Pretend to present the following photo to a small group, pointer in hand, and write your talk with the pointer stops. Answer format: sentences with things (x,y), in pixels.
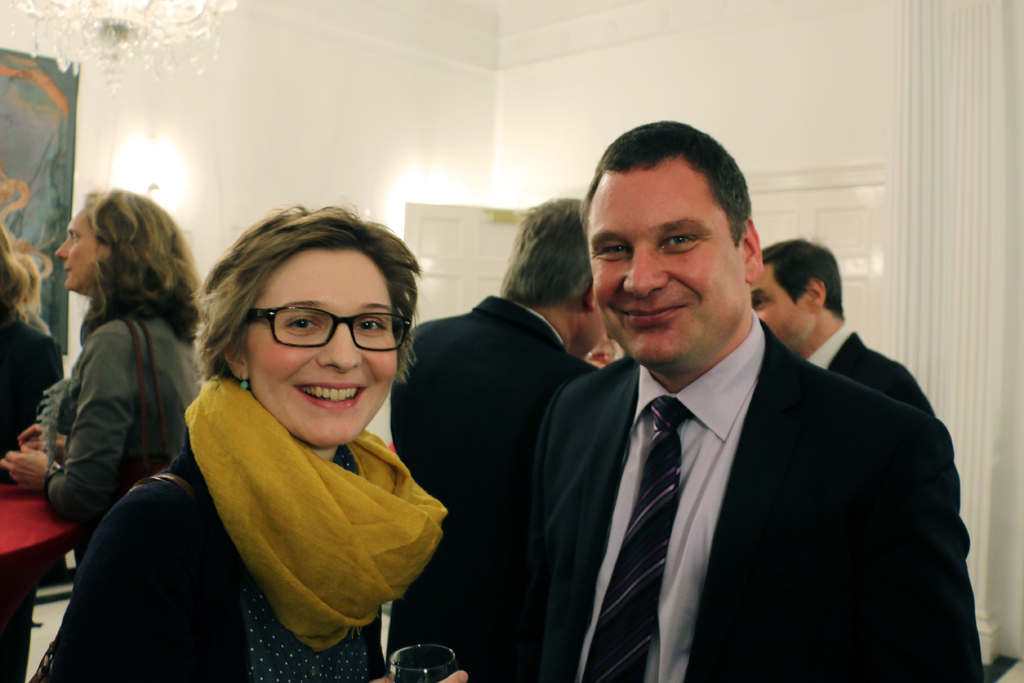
In this picture we can see a group of people (250,541) are standing. Behind the people (287,392) there is a wall (352,184) and a chandelier (101,40).
